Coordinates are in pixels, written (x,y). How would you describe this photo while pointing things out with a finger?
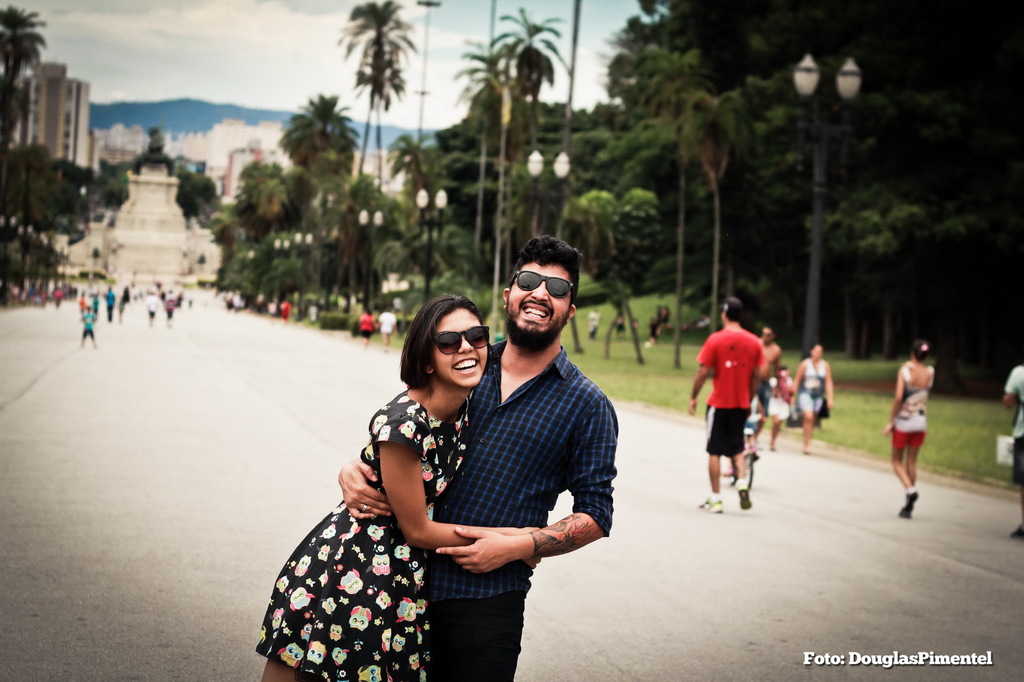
This image is clicked on the road (130,474). there are many people (723,420) walking on the road (215,306). In the foreground (416,461) there is a man (509,438) and woman (398,447) holding each other. They are smiling. Beside the road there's grass (668,341) on the ground (668,341). In the background (223,206) there are buildings (117,155), mountains (198,114), trees (622,150) and street light poles (426,221). At the top (233,27) there is the sky (273,54).
